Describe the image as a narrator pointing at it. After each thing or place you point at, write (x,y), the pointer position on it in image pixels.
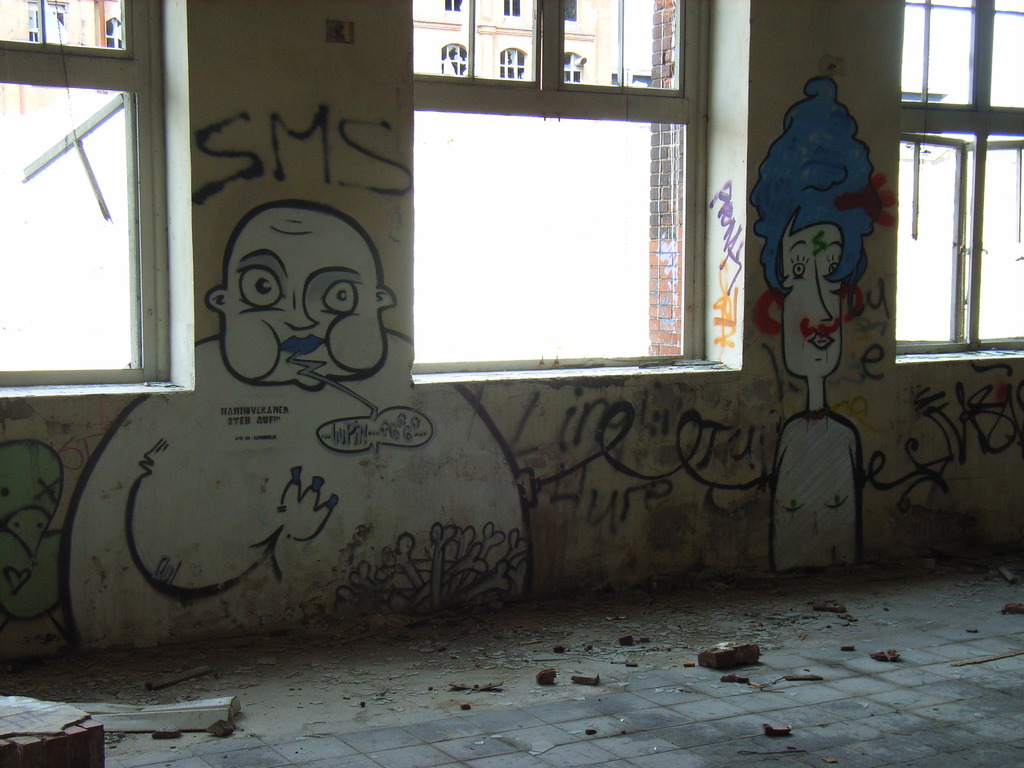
In this image we can see cracks (167,760) on the floor (236,760), drawings (295,355) and texts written on the walls (700,464) and windows (518,368). Through the windows (463,347) we can see a building (90,45) and windows (41,12).
